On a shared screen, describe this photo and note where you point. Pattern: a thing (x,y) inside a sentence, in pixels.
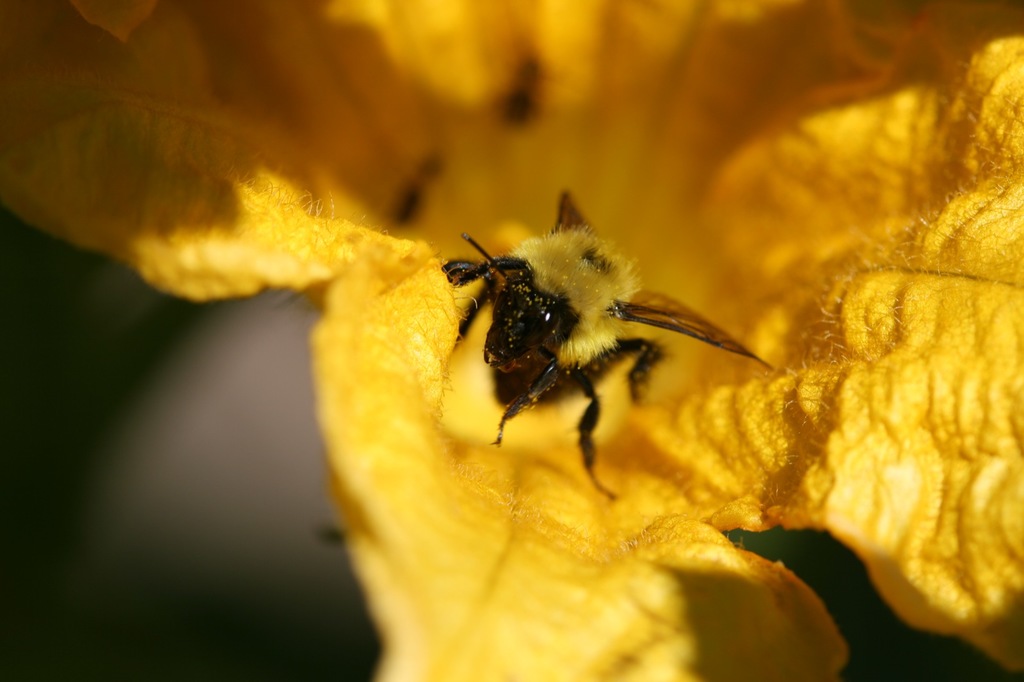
In this image we can see an insect (568,351) on a flower (464,241).
